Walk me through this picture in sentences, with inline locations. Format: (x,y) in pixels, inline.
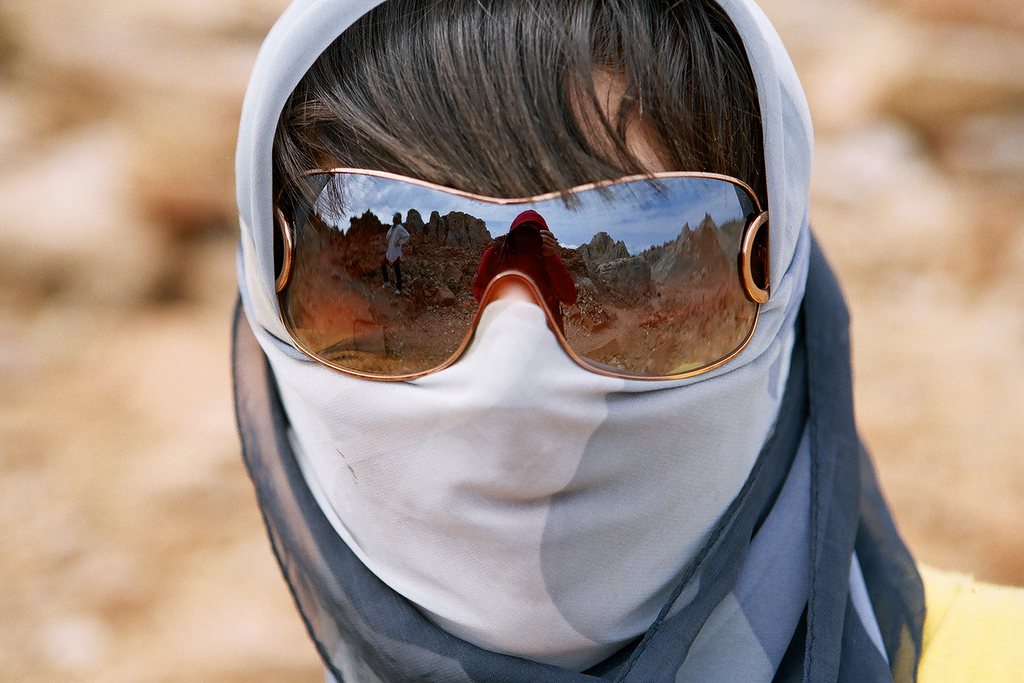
In this picture I can see a person's face (575,48) and on the face (641,373) I see the white color cloth (381,392) and shades (539,241) and on the shades (447,244) I see a person (400,233), rocks (455,220) and the sky (473,204). In the background (170,221) it is blurred.
